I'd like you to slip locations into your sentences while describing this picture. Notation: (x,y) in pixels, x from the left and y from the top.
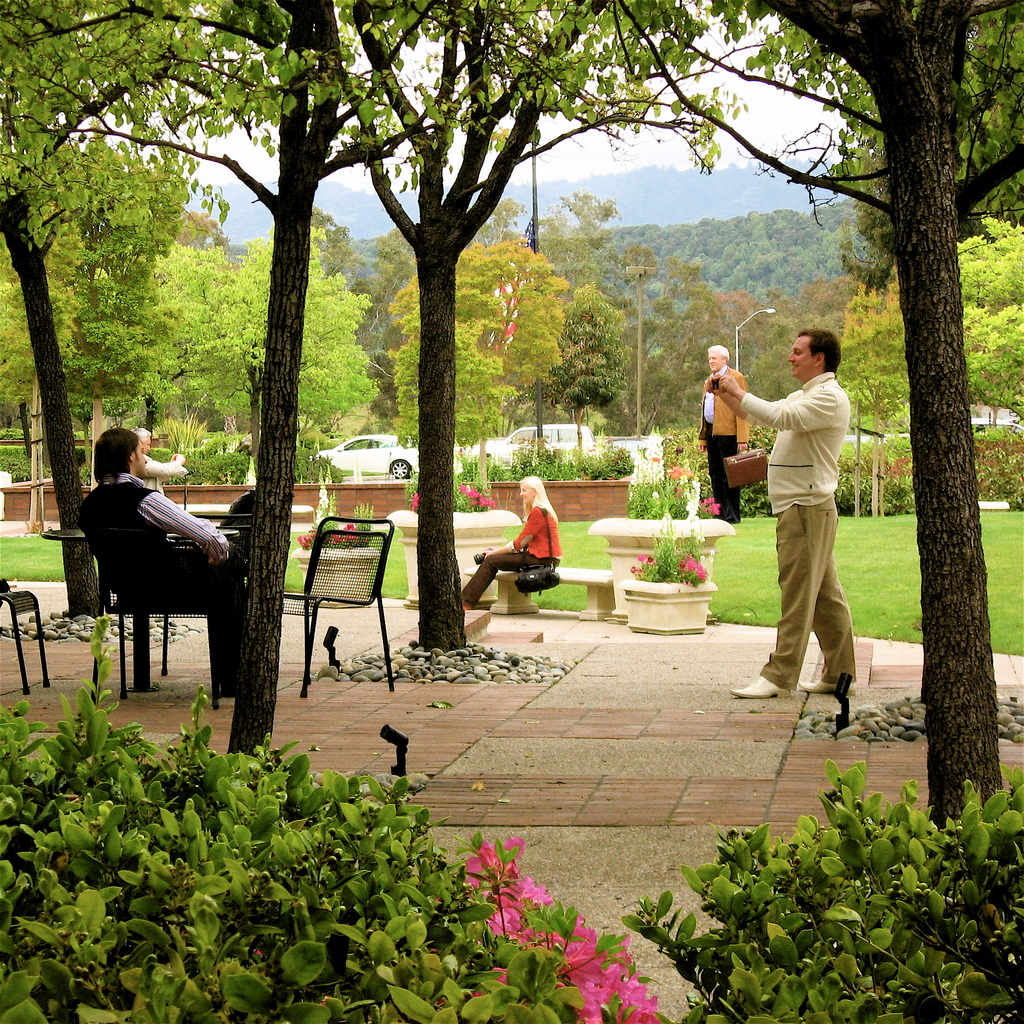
There are three persons (539,548) sitting and two persons (801,525) standing. I can see small bushes (730,898) with flowers (523,889) and trees (543,265). At background (379,462) I can see cars (395,462) parked. These are the empty chairs (314,573).
